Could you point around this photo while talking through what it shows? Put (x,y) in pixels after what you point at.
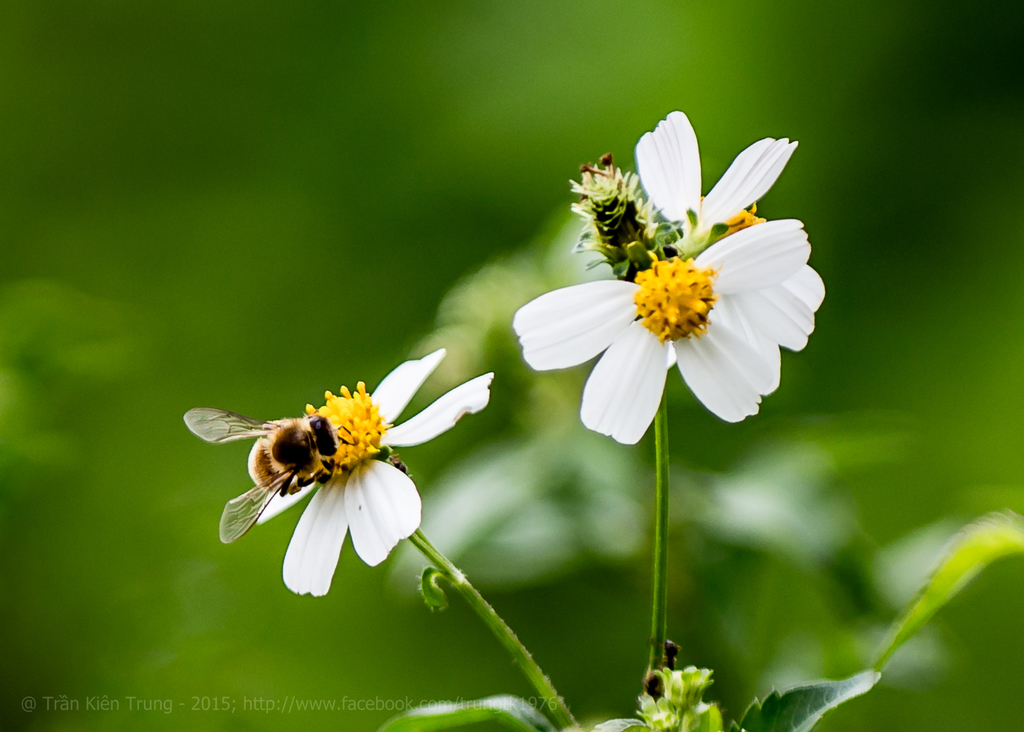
In this image we can see flowers (403,442), honey bee (322,469), leaves (464,721) and stem (509,644). The background of the image (391,234) is blur and green. On the image there is a watermark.
